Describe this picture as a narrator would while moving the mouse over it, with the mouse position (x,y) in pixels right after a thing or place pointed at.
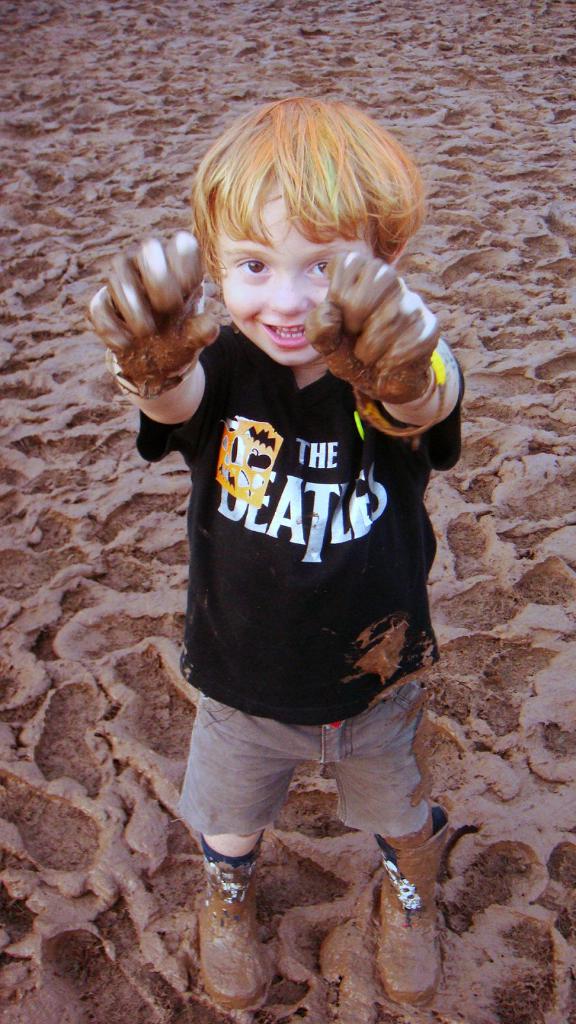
In this image, we can see a child (273,333) smiling and standing. At the bottom (314,843), there is mud (491,658).
